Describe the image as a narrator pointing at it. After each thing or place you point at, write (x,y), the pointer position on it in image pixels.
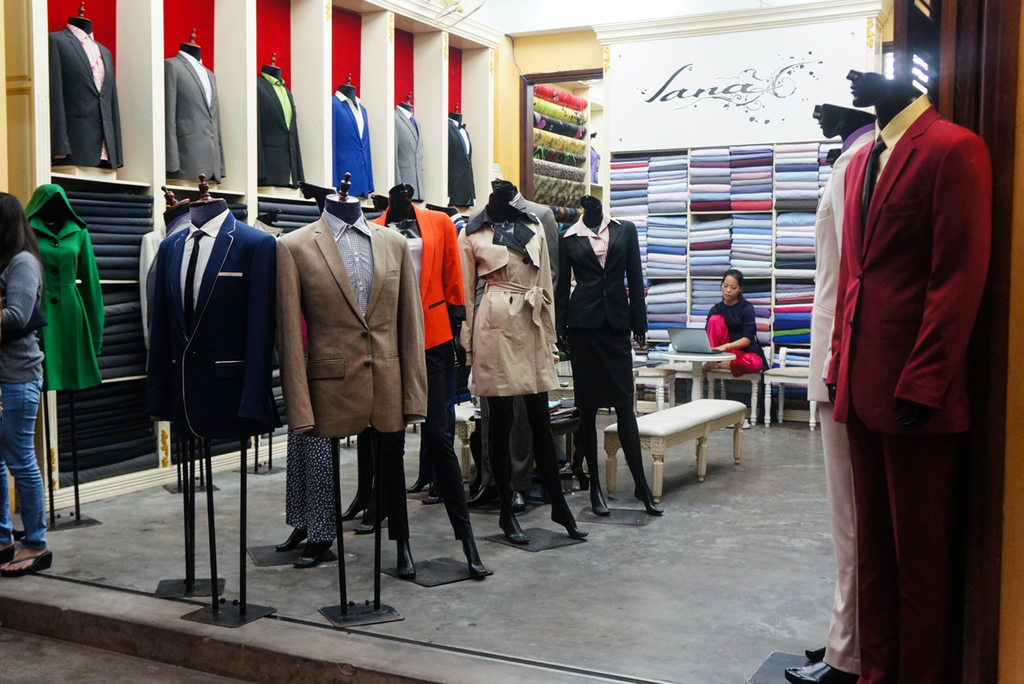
In this image there are suits (949,502), benches (685,418) and chairs (764,350). At the center of the image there is a person (731,338) sitting on the chair (710,373) and in front of her there is a table (688,354) and on top of the table (718,358) there is a laptop (701,347). On the right side of the image (918,71) there is a light (921,59). At the bottom of the image (582,603) there is a floor (612,625) and we can see a person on the left side of the image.
